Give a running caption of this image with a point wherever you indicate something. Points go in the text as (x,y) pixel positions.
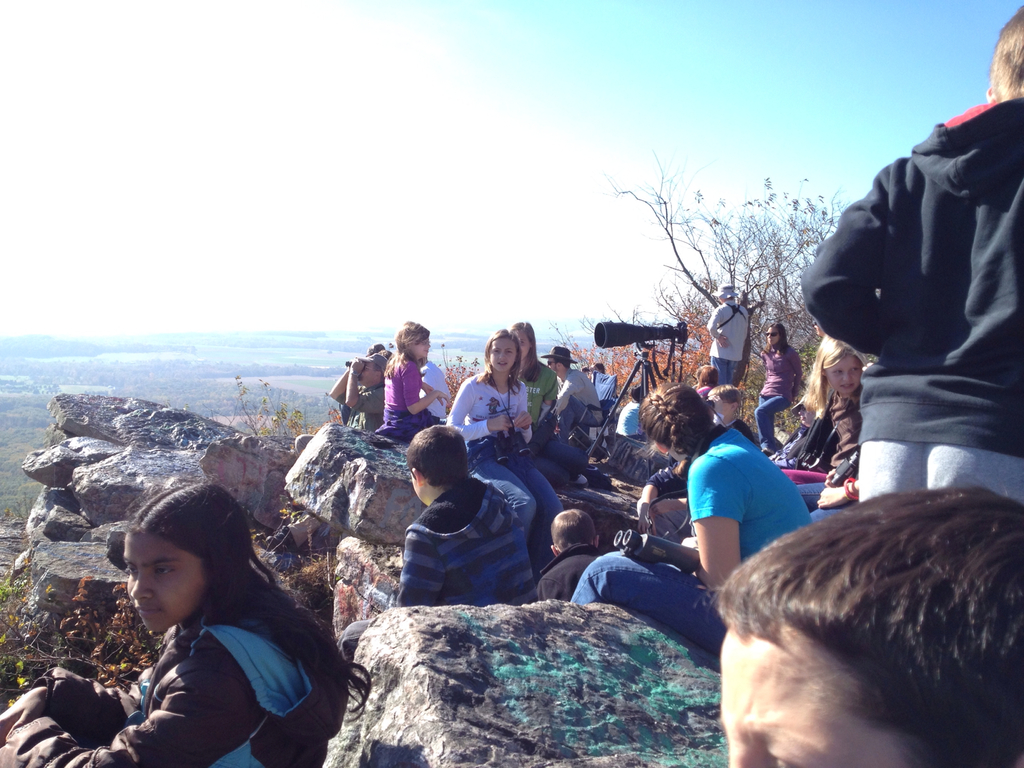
In this image we can see persons (506,417) sitting on the rocks (573,495), standing on the ground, cameras (641,340), tripods (638,361), trees (41,418) and sky (246,177) with clouds (518,177).
